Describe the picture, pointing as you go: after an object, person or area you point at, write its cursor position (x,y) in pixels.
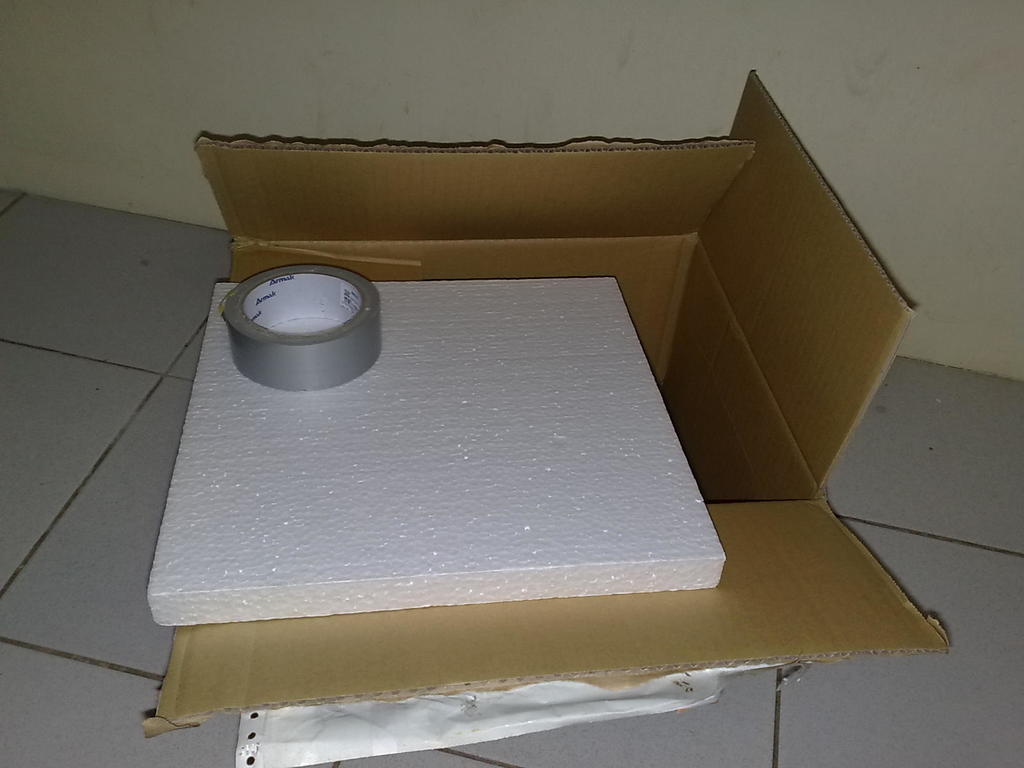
In this image there is a cardboard box (398,633), thermocol sheet (410,466), cover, tape (293,342), and at the background (314,128) there is a wall (400,105).
